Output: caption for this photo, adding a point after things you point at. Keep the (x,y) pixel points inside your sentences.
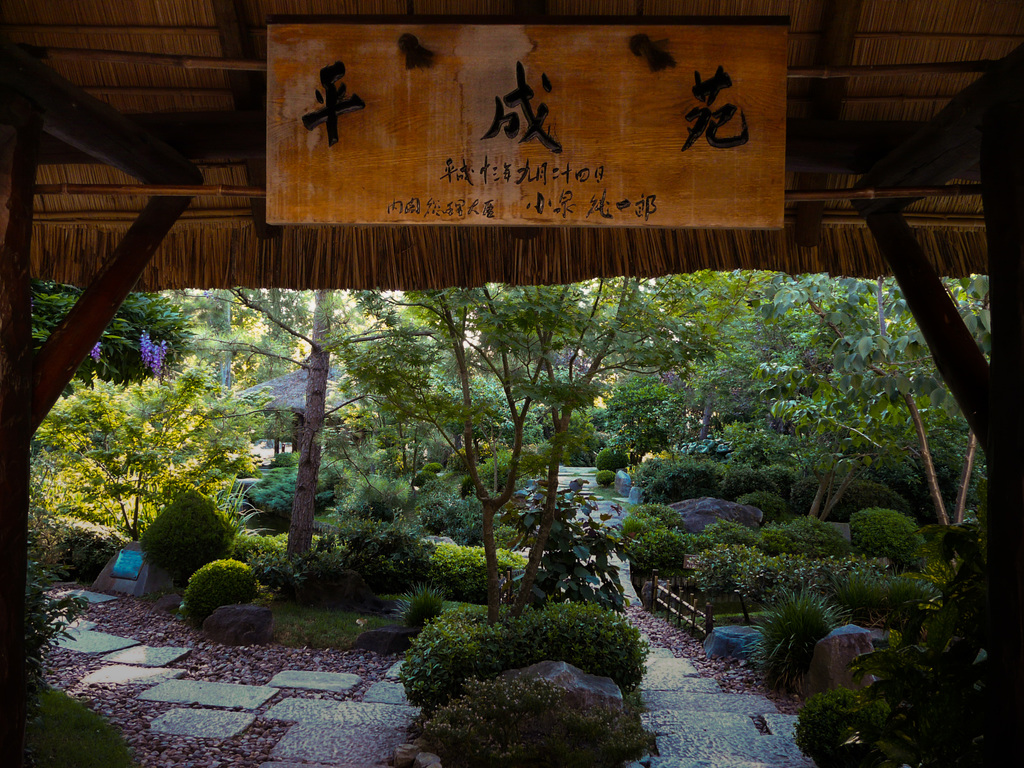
In this image I can see there is a shed (791,235) and a wooden board (588,130) with symbols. And there are trees (547,481), plants (405,472), flowers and stepping stones (677,682). And there is a fence (693,612) and a stone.
